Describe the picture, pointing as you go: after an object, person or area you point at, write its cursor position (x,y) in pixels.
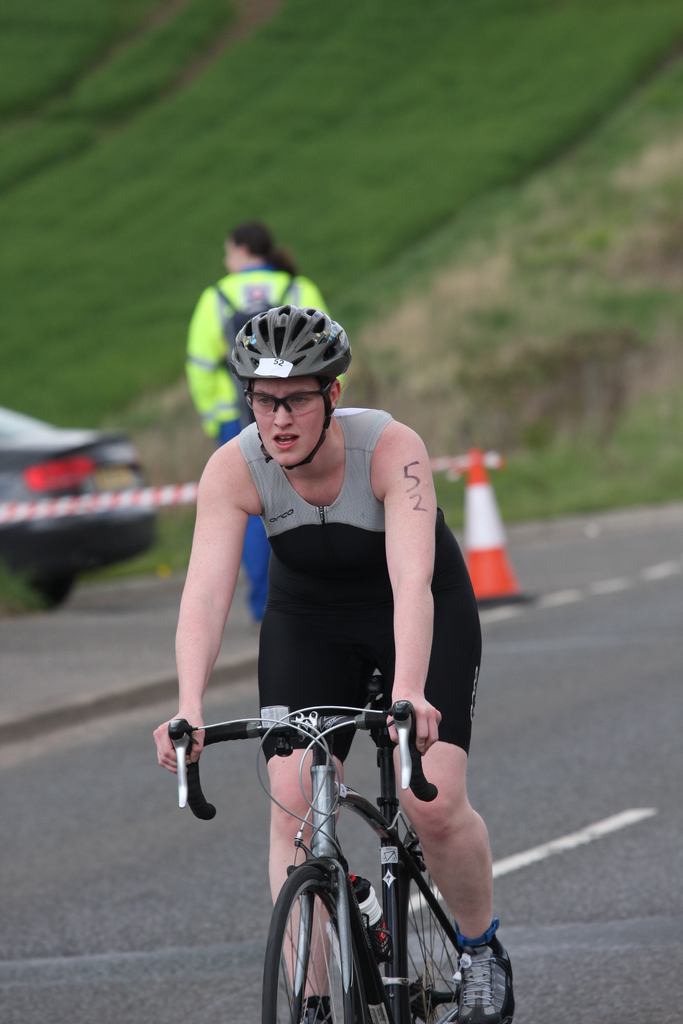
In this image I see a man (440,813) who is on the cycle (278,713) and In the background (493,379) I see a traffic cone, a person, car (110,476) and the grass (482,290).
